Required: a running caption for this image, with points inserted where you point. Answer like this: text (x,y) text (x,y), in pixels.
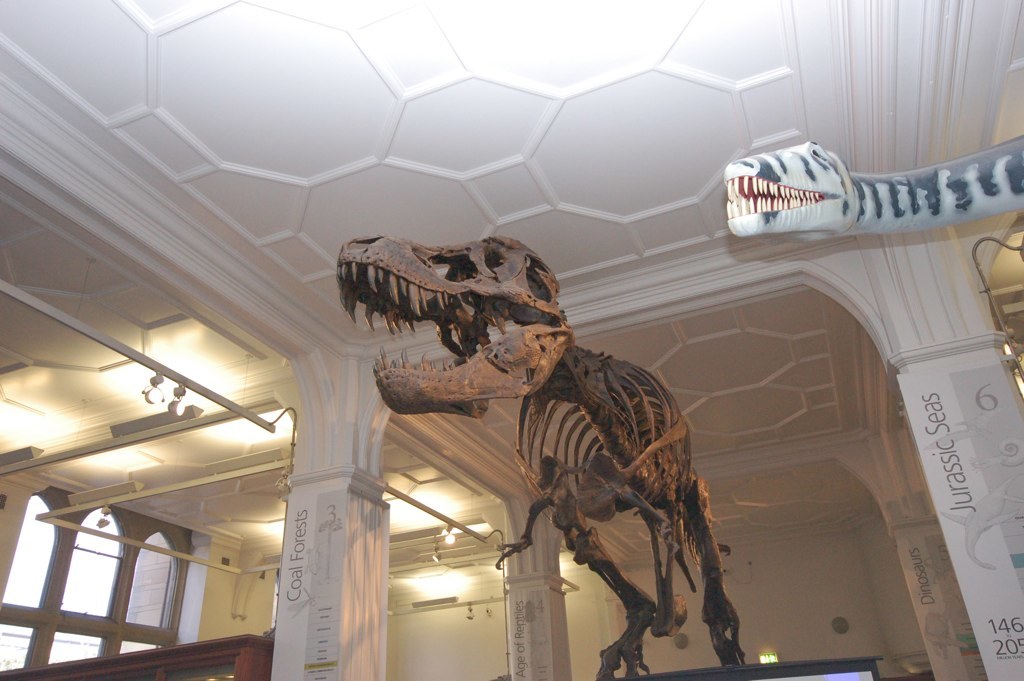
In this image, we can see the skeleton of a dinosaur (711,555). We can also see an object (880,203) on the right (944,224). We can see some pillars (910,565). There are a few boards (989,385) with text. We can see the wall (799,592) with some objects (452,603). We can also see some wood (114,658) on the left (198,647). There are a few windows (169,565) and poles (402,493). We can see the roof (201,433) with some lights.
